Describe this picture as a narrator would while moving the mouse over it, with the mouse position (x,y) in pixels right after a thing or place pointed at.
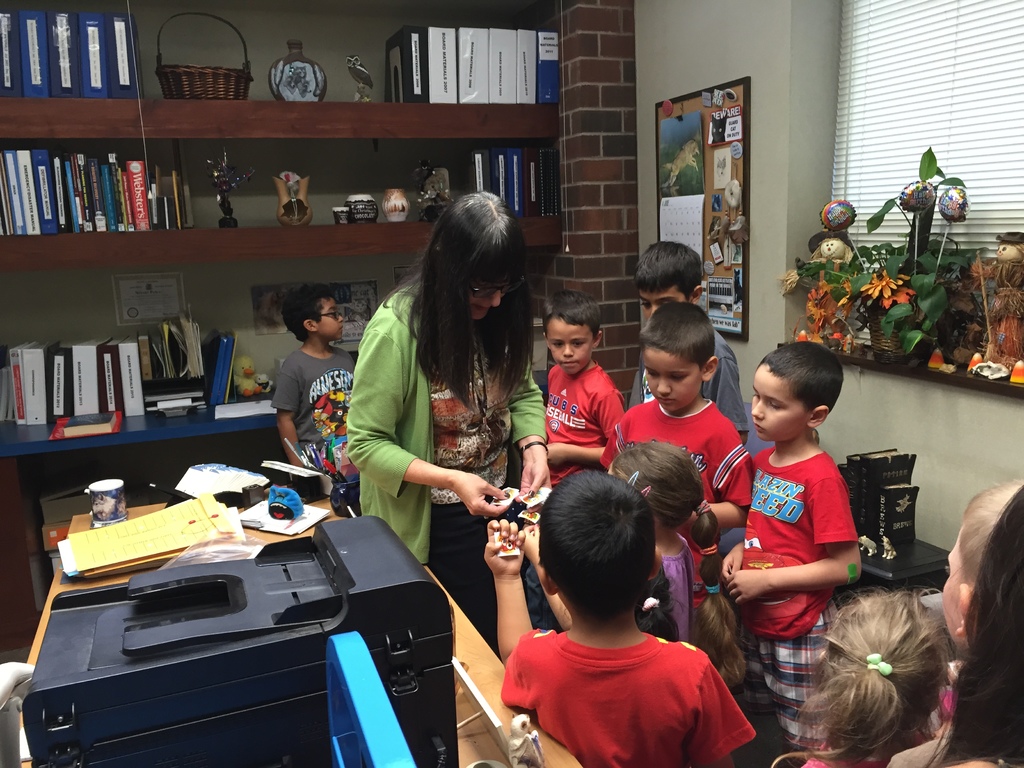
There is a lady (419,373) with green jacket (419,373) is standing. And she is giving something to the children (594,563). There are some children (640,572) with red t-shirt (616,663) are standing. In background (802,129) there is a wall (782,110) with some board (711,156) on it. To right of corner there is a window (871,138) and some plants (905,294). In the background (179,175) there some books (139,216) in the cupboard (203,115). We can see a basket (238,95). In left bottom corner (192,701) there is a printer (281,700) and files (188,536) on the table (467,666).
